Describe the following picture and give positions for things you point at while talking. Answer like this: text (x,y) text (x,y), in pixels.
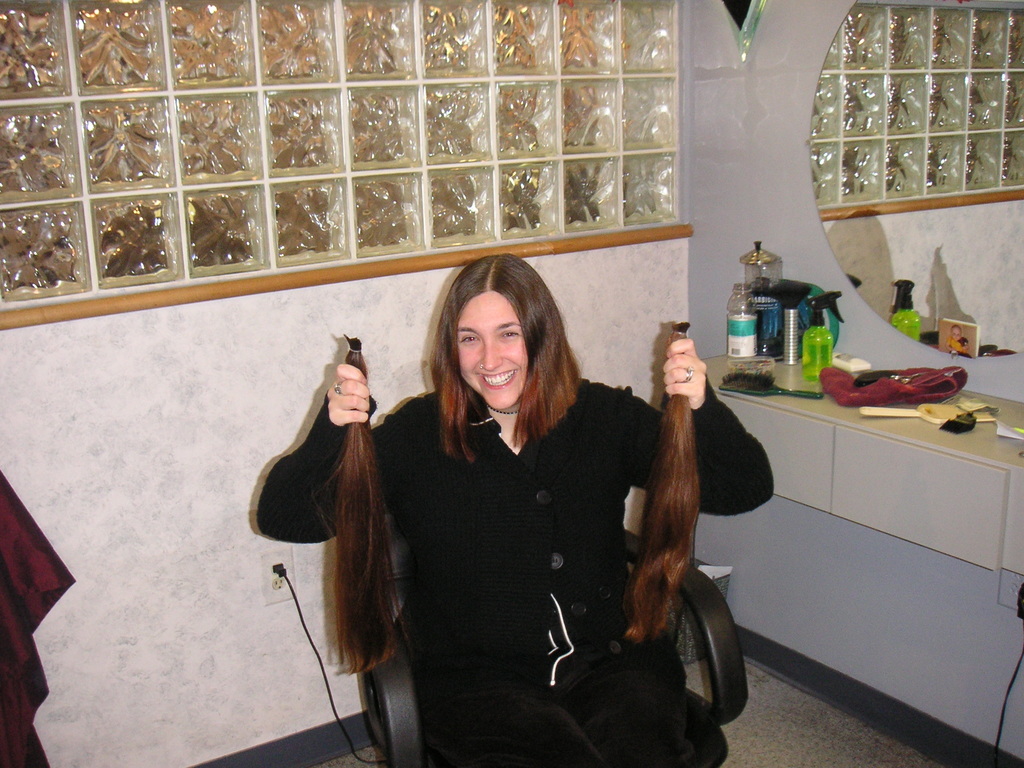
This picture is clicked inside. In the center (413,407) there is a woman (555,393) smiling, wearing black color dress (516,504), holding some hairs (376,630) and sitting on the chair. In the background (245,388) we can see the wall (245,388). On the right corner (831,75) there is a wall mounted mirror (845,65) and there are some items (808,318) placed on the top of the table (898,429).
